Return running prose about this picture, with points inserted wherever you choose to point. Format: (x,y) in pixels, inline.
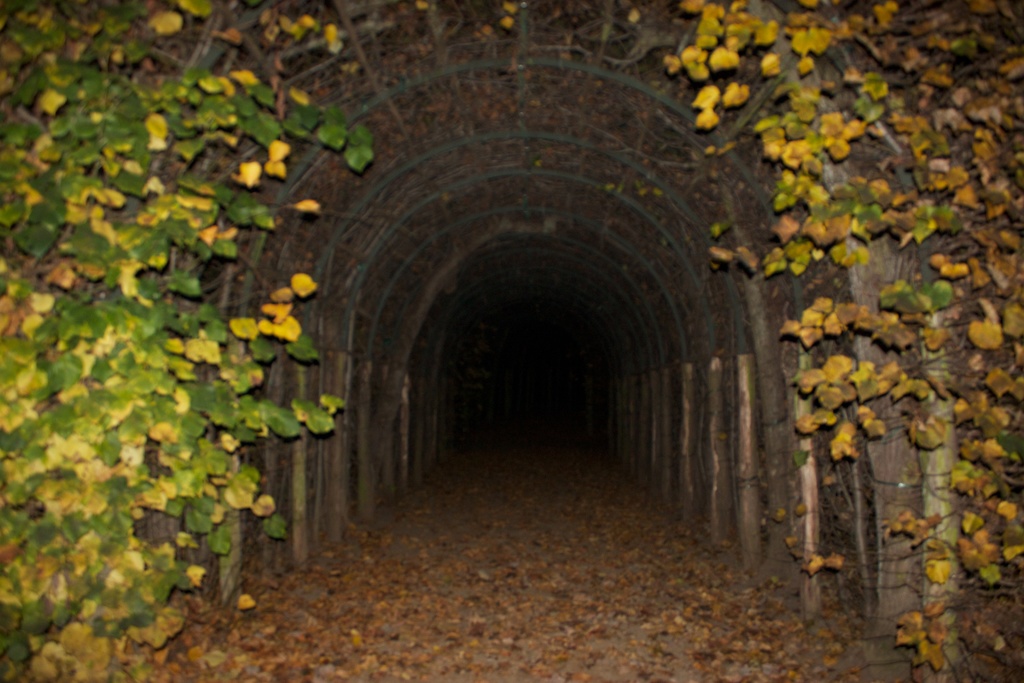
In this picture I am see the arch (439,126) with vine plants (119,164). On the left (135,339) and right side (798,117) I can see the green and yellow leaves (191,330). At the bottom (509,577) I can see many dry leaves (509,577) on the floor (463,545).
